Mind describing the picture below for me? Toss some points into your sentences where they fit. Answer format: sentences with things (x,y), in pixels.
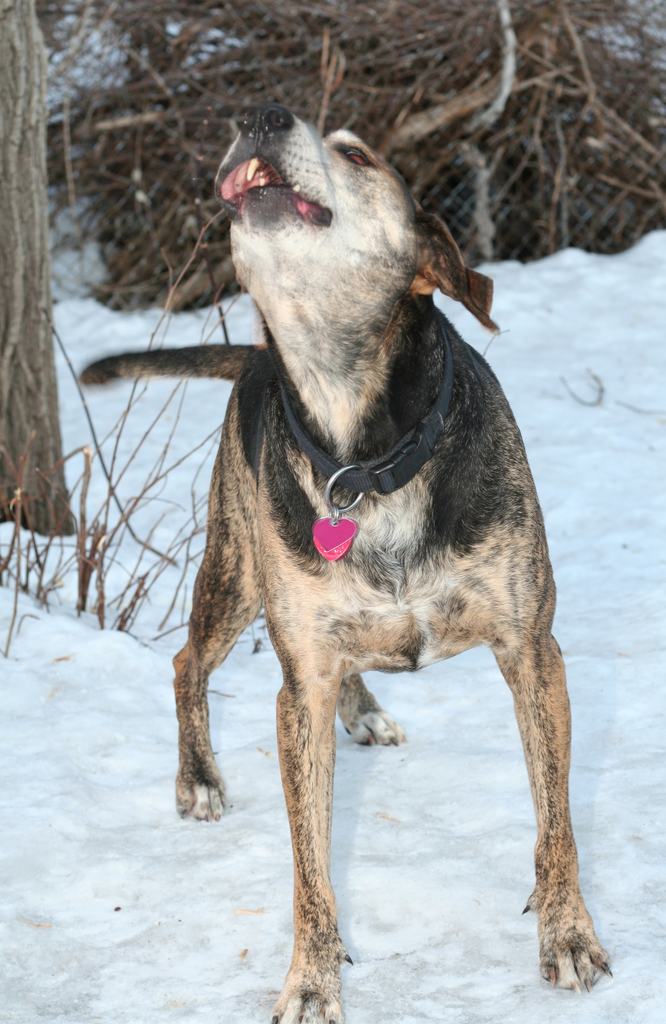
In this picture I can see a dog (277,576) and a belt (343,483) to its neck (352,385) and I can see locket (345,547) and looks like a tree (14,417) on the left side (12,81) and I can see few sticks (410,178) and snow (190,1015) on the ground (639,705).
